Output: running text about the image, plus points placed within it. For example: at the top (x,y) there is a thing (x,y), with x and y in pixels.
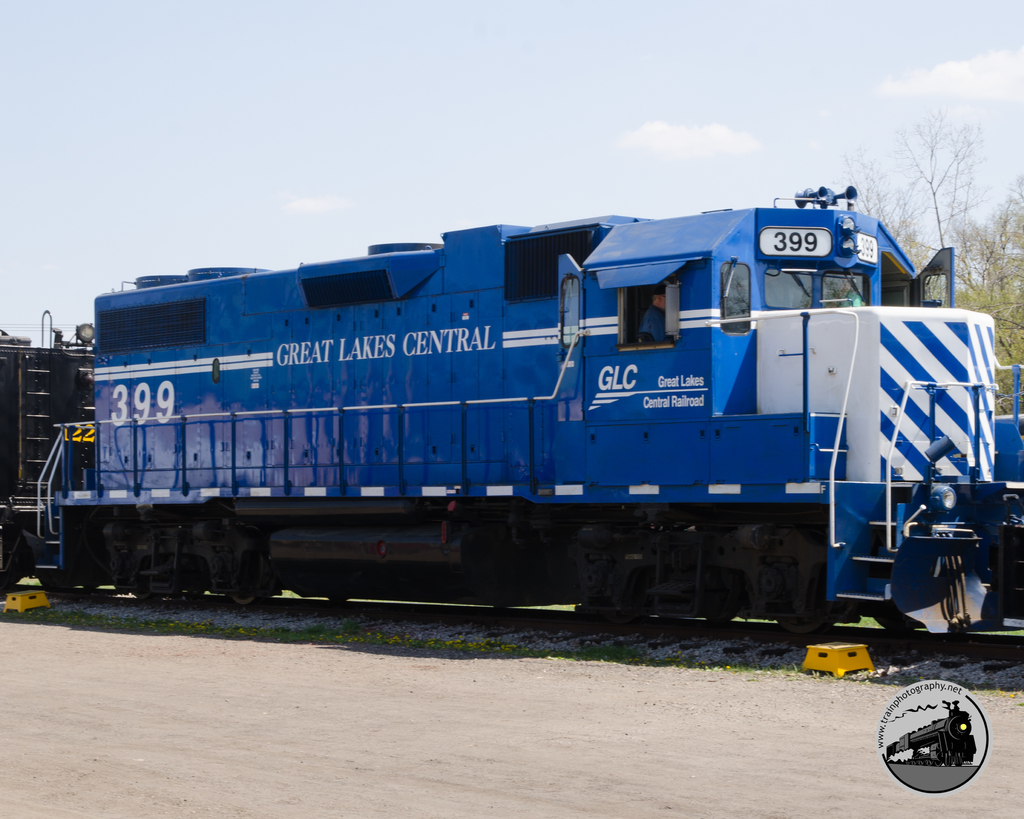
As we can see in the image there is a train (619,440) and railway track (401,617). On the top (449,71) there is a sky (538,55).
